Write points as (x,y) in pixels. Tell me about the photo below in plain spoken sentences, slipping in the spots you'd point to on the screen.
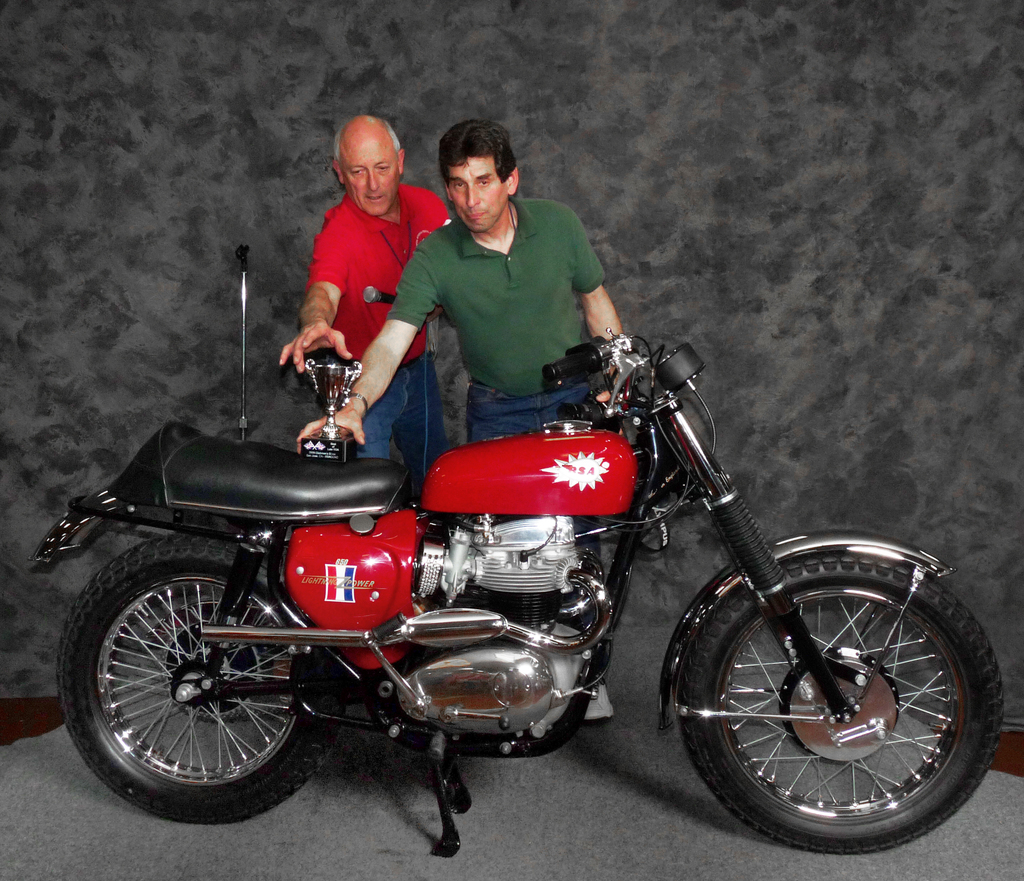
In this picture, in the middle (490,330), we can see two men (512,298) are standing behind the bike (482,458). On the bike (350,462), we can see a trophy (352,454). In the background (229,118), we can also see black color.
